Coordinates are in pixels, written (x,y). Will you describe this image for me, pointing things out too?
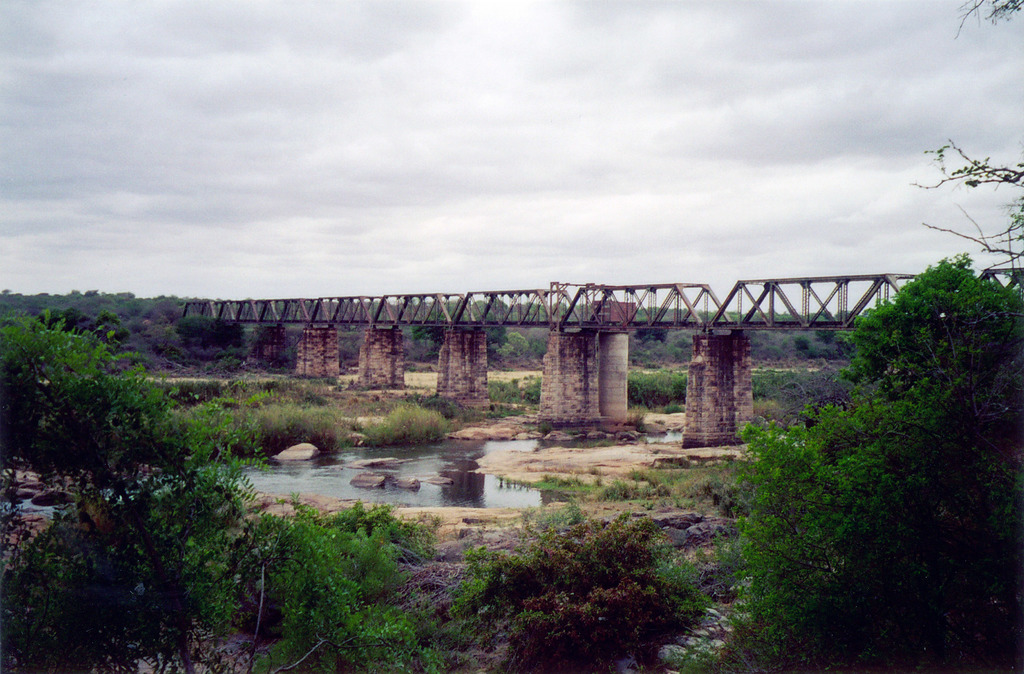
In the image there is a bridge (695,311) in the middle (599,306) with a pond (456,460) below it surrounded by plants (190,394) and trees (799,435) all over the place and above its sky (536,156) with clouds (150,153).
